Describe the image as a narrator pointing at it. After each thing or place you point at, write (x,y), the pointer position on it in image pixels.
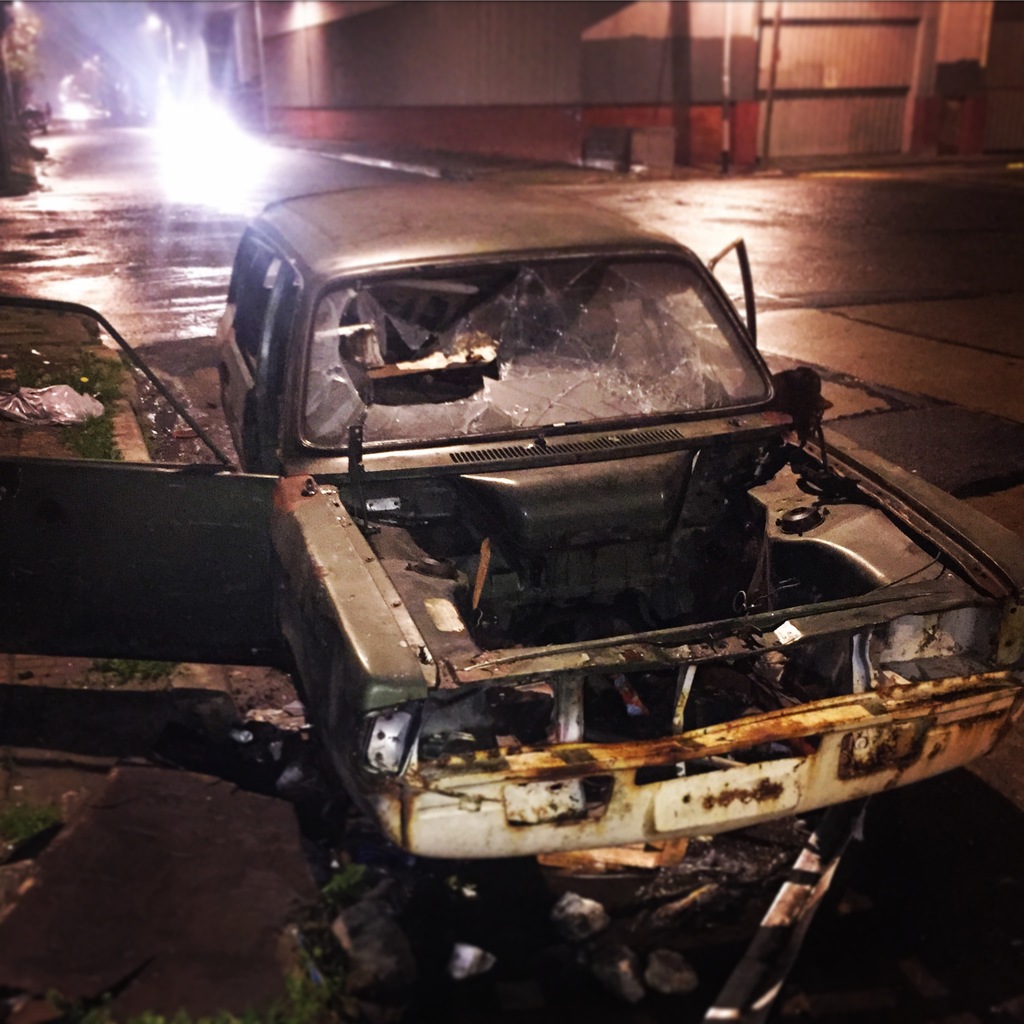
There is a damaged car (648,575) and there is a fence wall (501,67) behind it.
